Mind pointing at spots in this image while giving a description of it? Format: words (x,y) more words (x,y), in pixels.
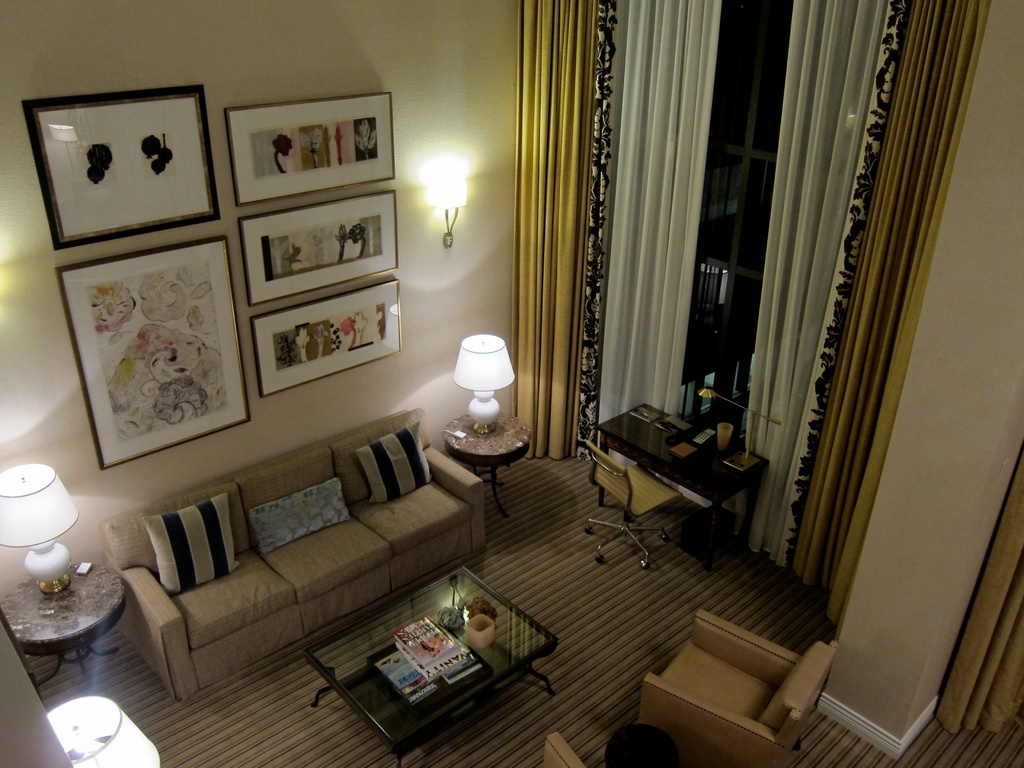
in the room (470,745) there is a table (442,711) in the center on which there are books (434,653). in its front and back there is a sofa (673,707). behind the sofa (389,428) there is a wall (409,290) on which there are photo frames (351,318). at the right (699,462) there is a table (648,463) and a chair (635,490) and curtains (633,297) are present.
